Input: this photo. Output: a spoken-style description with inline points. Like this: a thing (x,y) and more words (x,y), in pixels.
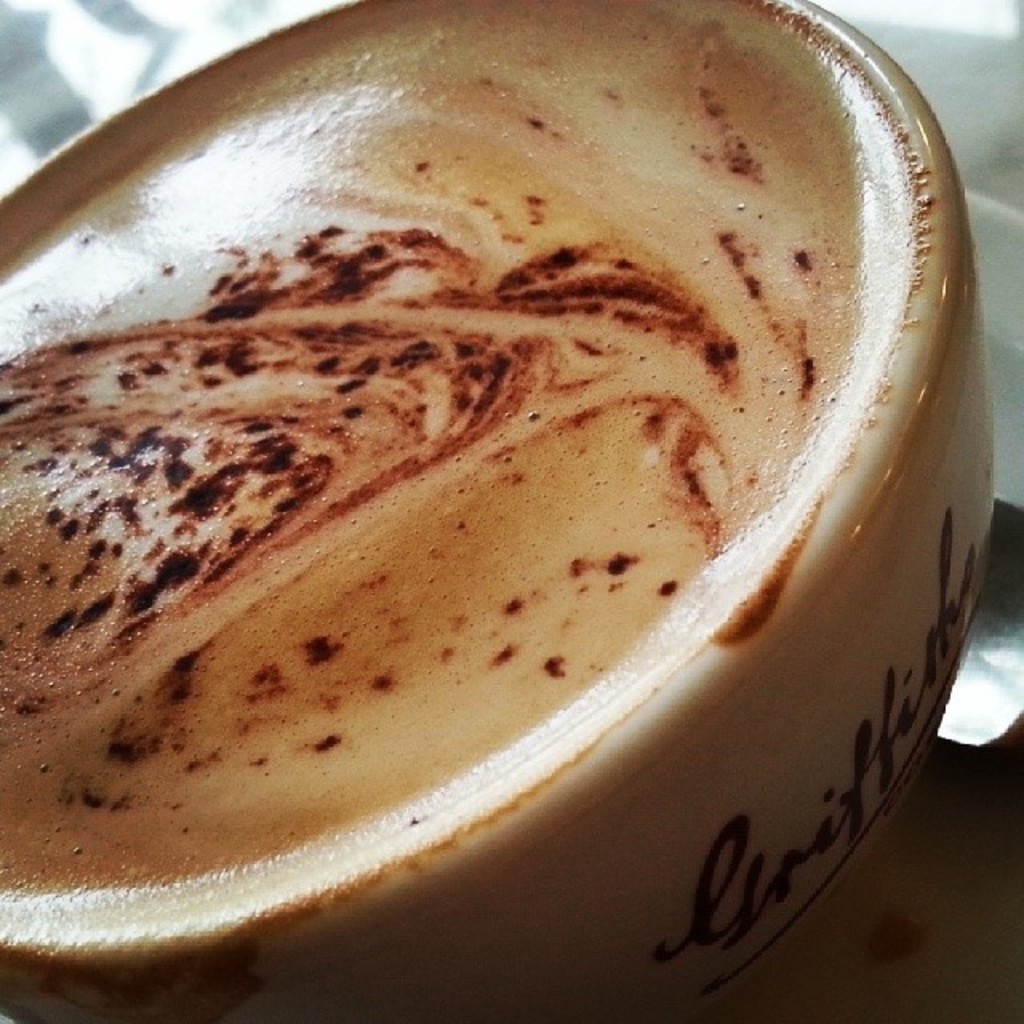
In the foreground of this image (463,430), there is a coffee cup (603,664) on an object (973,929) and the background (957,83) image is not clear.
